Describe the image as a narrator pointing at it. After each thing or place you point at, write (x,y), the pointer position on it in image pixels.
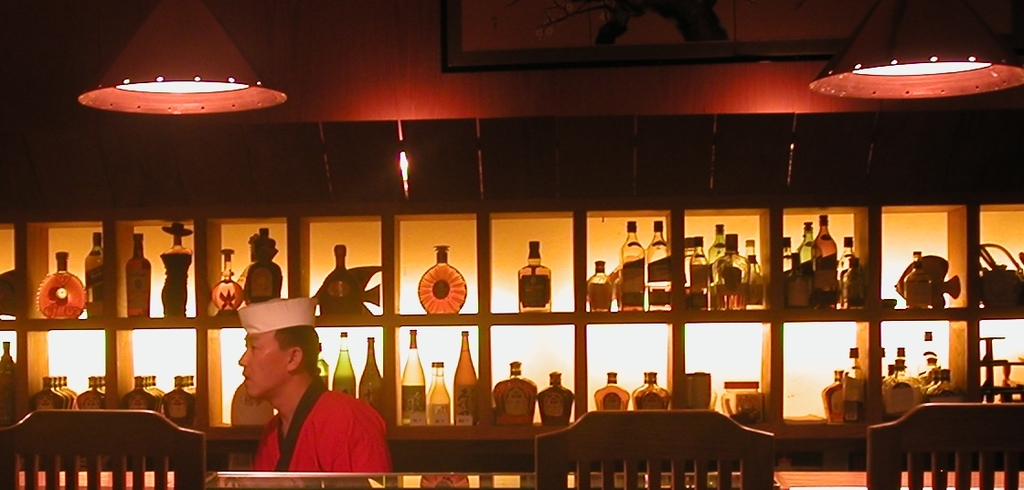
In this picture we can see some bottles (720,282) and some things (170,254) in the shelf (351,231) and two lamps (104,102) and a person (297,371) with white hat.
